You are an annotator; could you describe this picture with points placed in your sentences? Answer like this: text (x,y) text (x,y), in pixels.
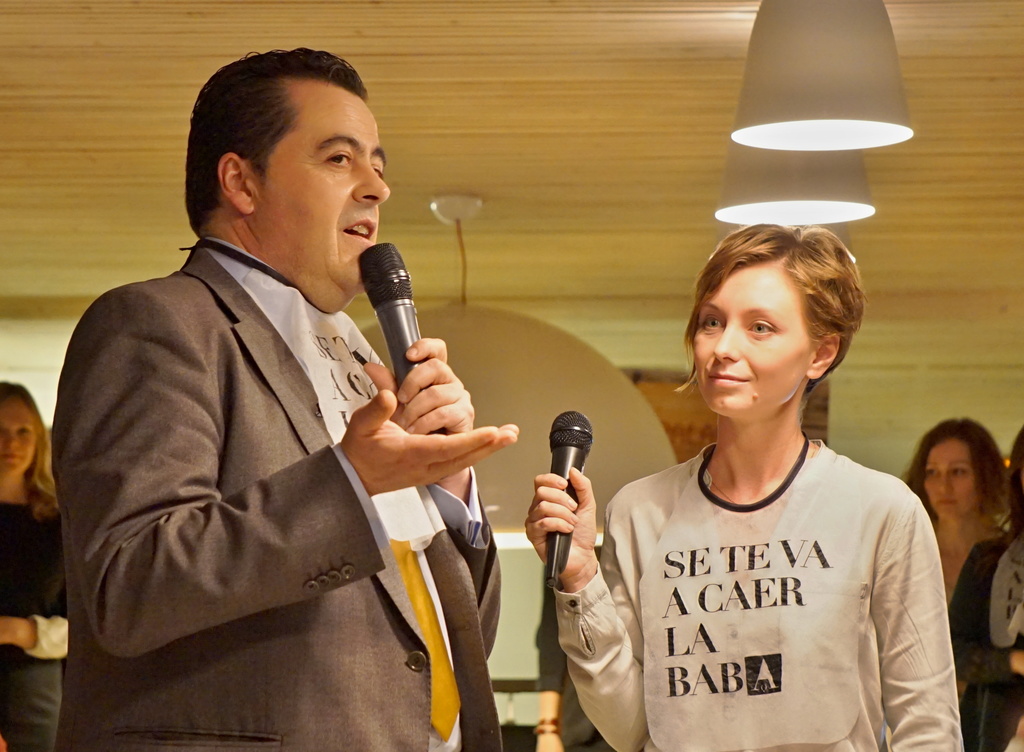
A person (309,470) is talking on the mic (379,294) beside him there is a woman (621,529) holding mic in her hand (578,512) behind them there are few people (931,477). wall (862,357) and lights (780,40).
